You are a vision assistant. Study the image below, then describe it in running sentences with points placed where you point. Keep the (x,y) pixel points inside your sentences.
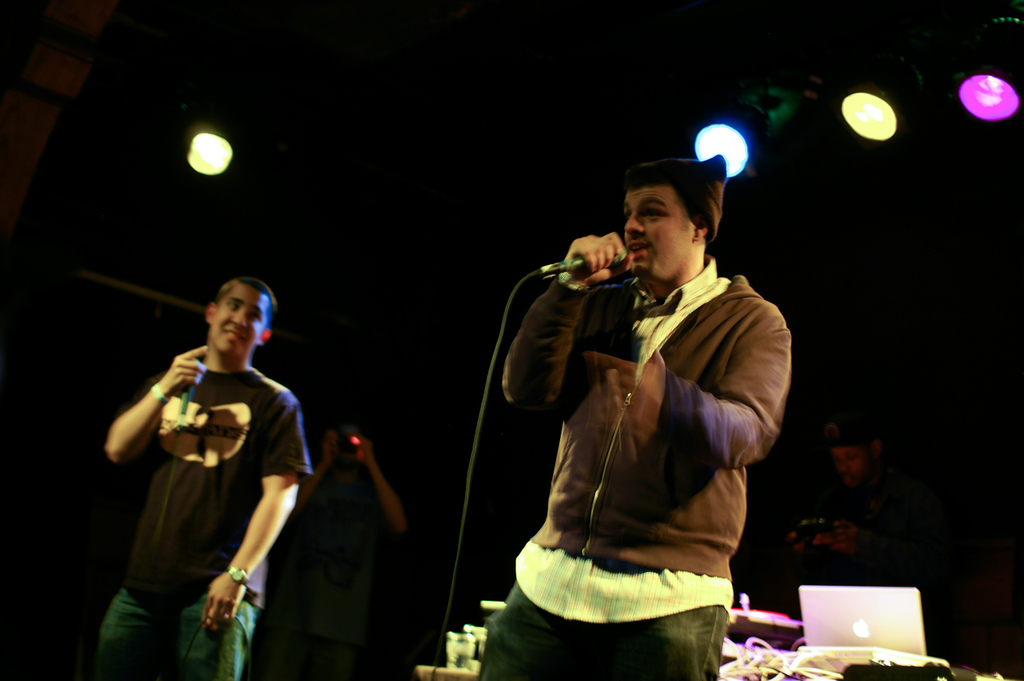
In this image we can see two persons (629,455) standing and holding microphones (185,387) and in the background of the image (358,489) there is a person (334,509) holding camera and other person (843,518) holding some other object (825,521) and standing behind the table (773,641) on which there is laptop (812,642), some other electronic object (856,671), top of the image (887,118) there are some lights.
